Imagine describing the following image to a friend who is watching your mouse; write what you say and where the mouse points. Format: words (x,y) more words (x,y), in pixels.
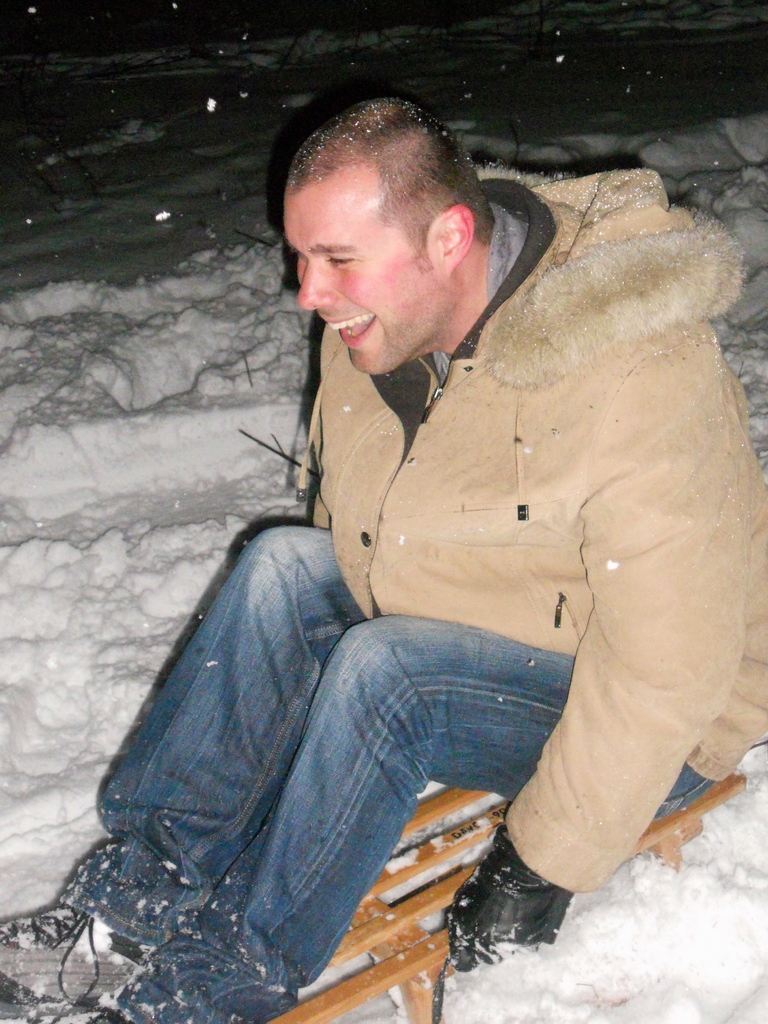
In this image I can see the person (486,612) is sitting on the brown color object (330,1004). I can see the snow (197,374).
